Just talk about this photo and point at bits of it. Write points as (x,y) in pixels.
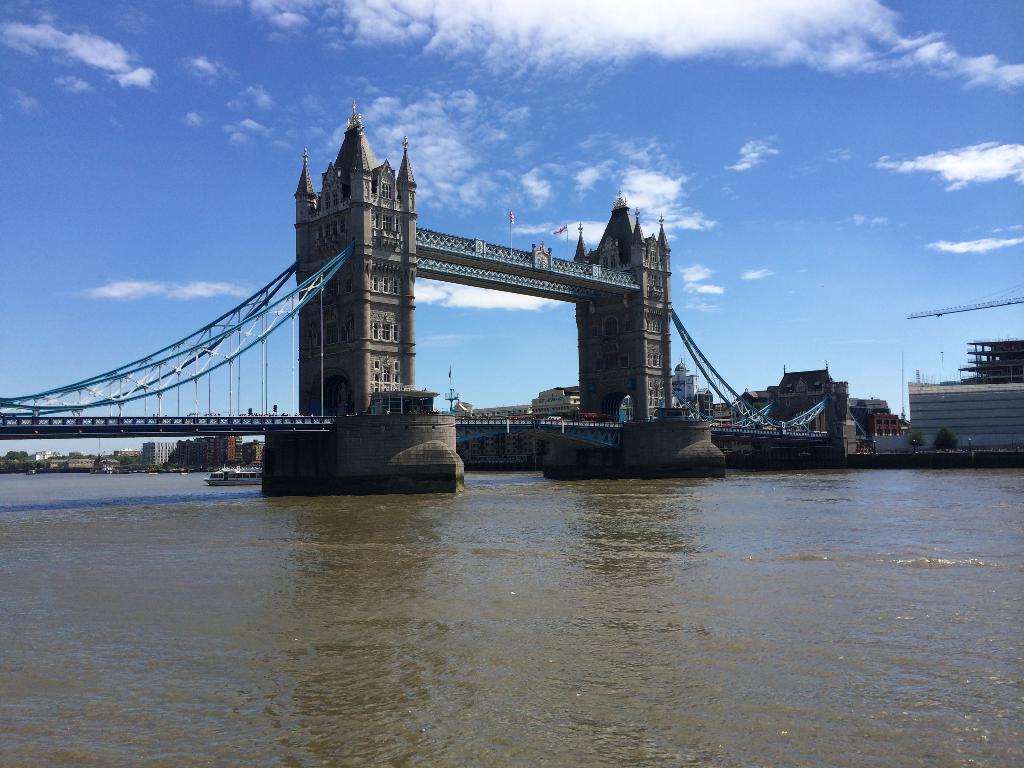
In this image we can see a tower bridge (593,297). We can also see a ship (250,480) in the water body (591,601), poles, the flags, a metal fence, a group of trees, buildings (1010,342) and the sky (833,272) which looks cloudy.
